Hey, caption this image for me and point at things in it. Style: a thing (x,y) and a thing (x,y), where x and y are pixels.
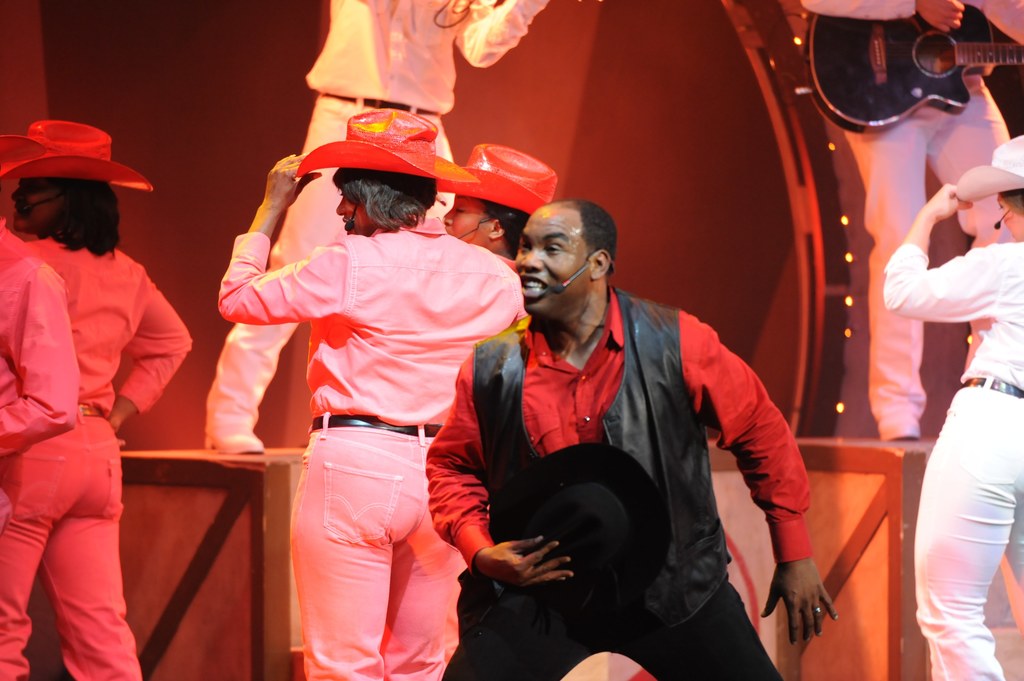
Here in this picture we can see a group of people (478,375) dancing on a stage (743,506) and on the floor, in the middle (542,305) we can see a man (523,373) holding a hat (535,502) in his hand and making a face (549,252) and behind him we can see other people (253,232) wearing hats (473,185) and dancing and we can also see other people (326,201) standing on the stage (288,456) and playing guitars (884,91).
